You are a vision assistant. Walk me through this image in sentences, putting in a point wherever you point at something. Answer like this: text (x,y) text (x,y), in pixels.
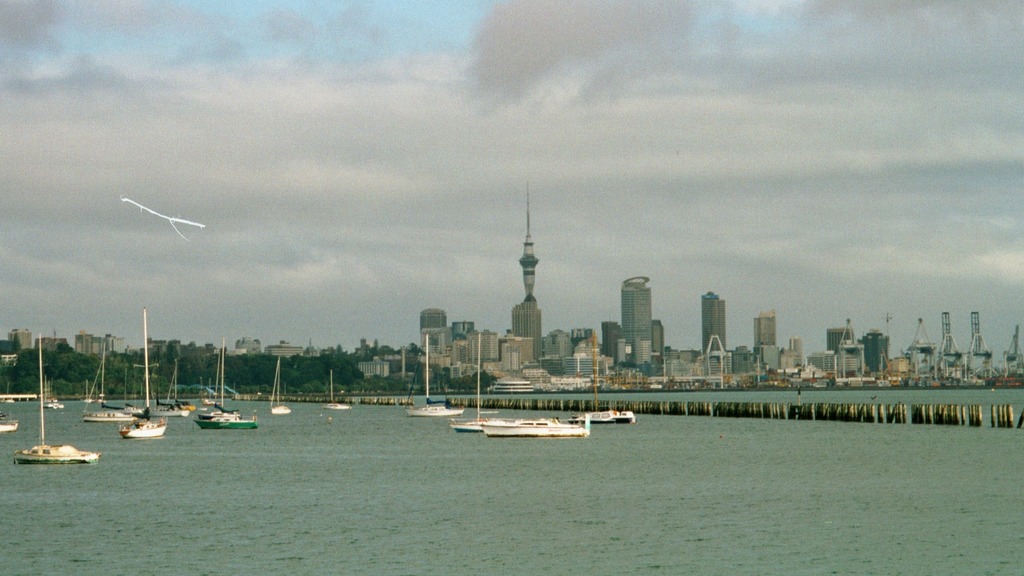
In this image at the bottom (235,464) there is a river (586,438), in that river (304,452) there are some boats (279,392) and in the center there is a row of wooden posts (688,407). In the background (161,361) there are some trees (164,367), buildings (750,362) and skyscrapers (647,307) and at the top of the image (581,169) there is sky (289,250).
